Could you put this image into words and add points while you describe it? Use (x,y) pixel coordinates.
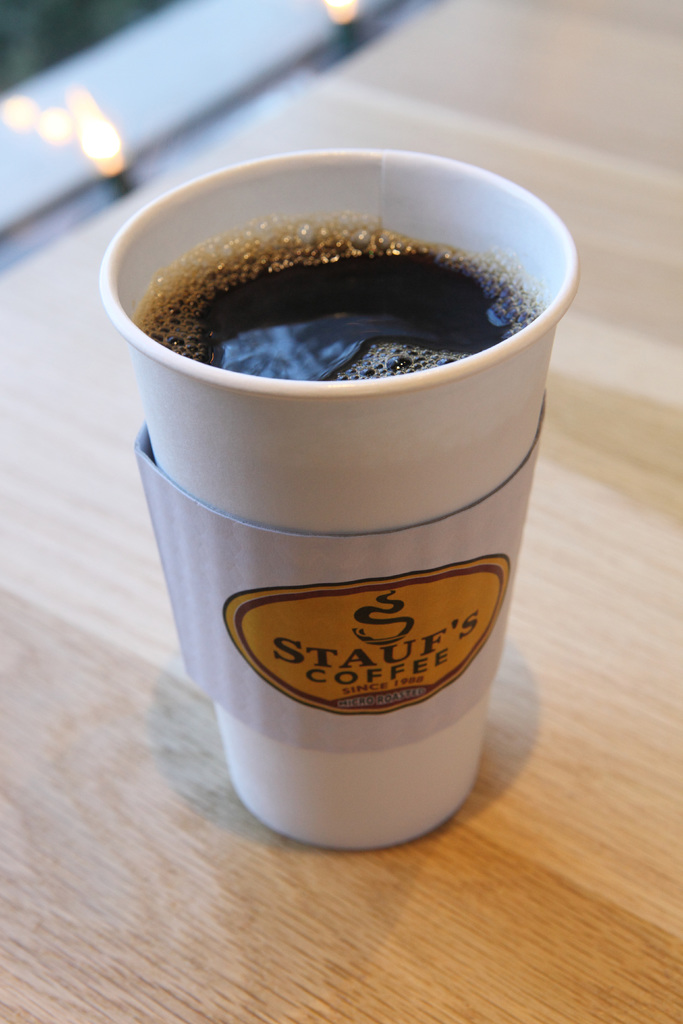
In the picture we can see a white color paper cup (372,486) with a drink (449,318) in it and we can see a label (321,622) on it, which is placed on the wooden surface (645,383). The background of the image (23,78) is blurred.
